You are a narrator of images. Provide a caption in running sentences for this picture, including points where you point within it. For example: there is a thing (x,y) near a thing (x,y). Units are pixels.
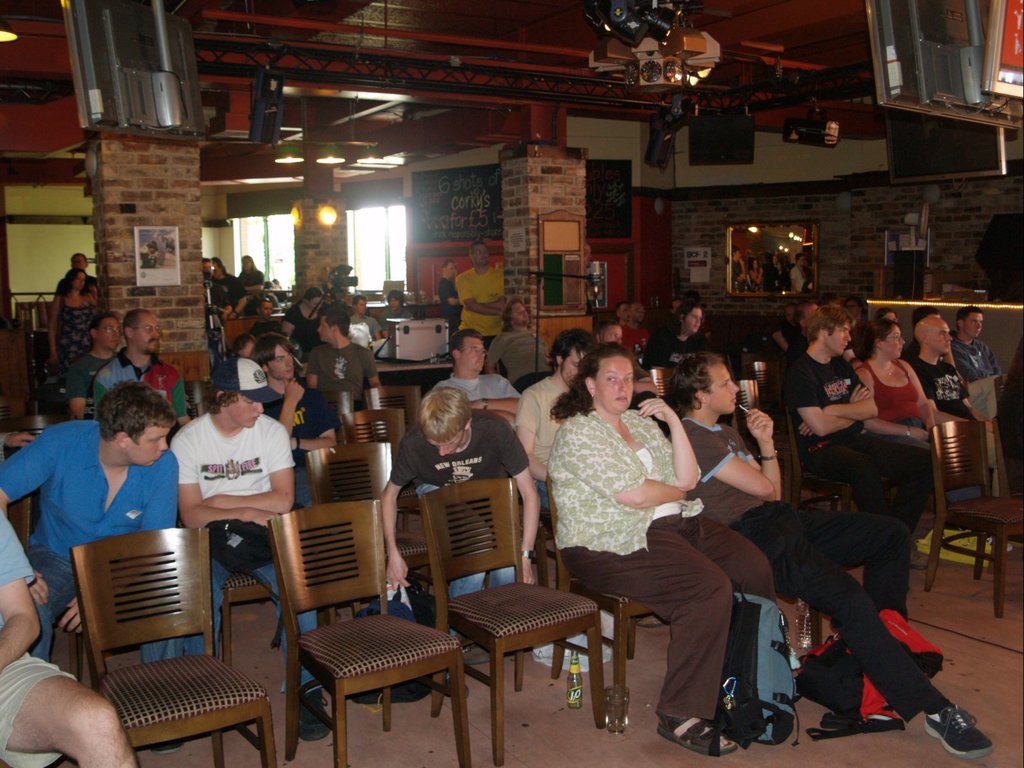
The place seems to be a restaurant (732,324), there is a meeting going on group of people (481,409) sitting in the chairs (241,589) and paying attention towards something, in the background (523,271) there is a black color board (481,215), some pillars (322,243), a window (356,260), and a brick wall (679,260).
